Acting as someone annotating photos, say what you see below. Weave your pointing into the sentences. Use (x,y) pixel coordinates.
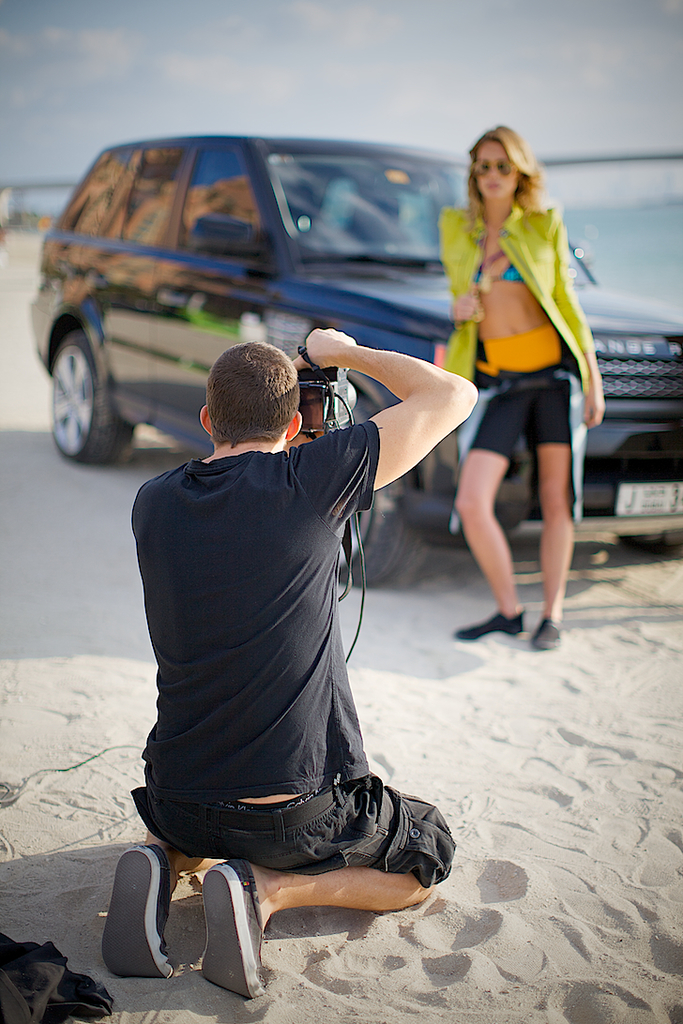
In this image we can see two persons (349,514) on the ground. one person (290,827) wearing black dress (318,482) is holding a camera (330,428) in his hand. In the background (631,532), we can see a car (274,296) parked on the ground (524,619), Water (635,220) and the sky (438,76).
